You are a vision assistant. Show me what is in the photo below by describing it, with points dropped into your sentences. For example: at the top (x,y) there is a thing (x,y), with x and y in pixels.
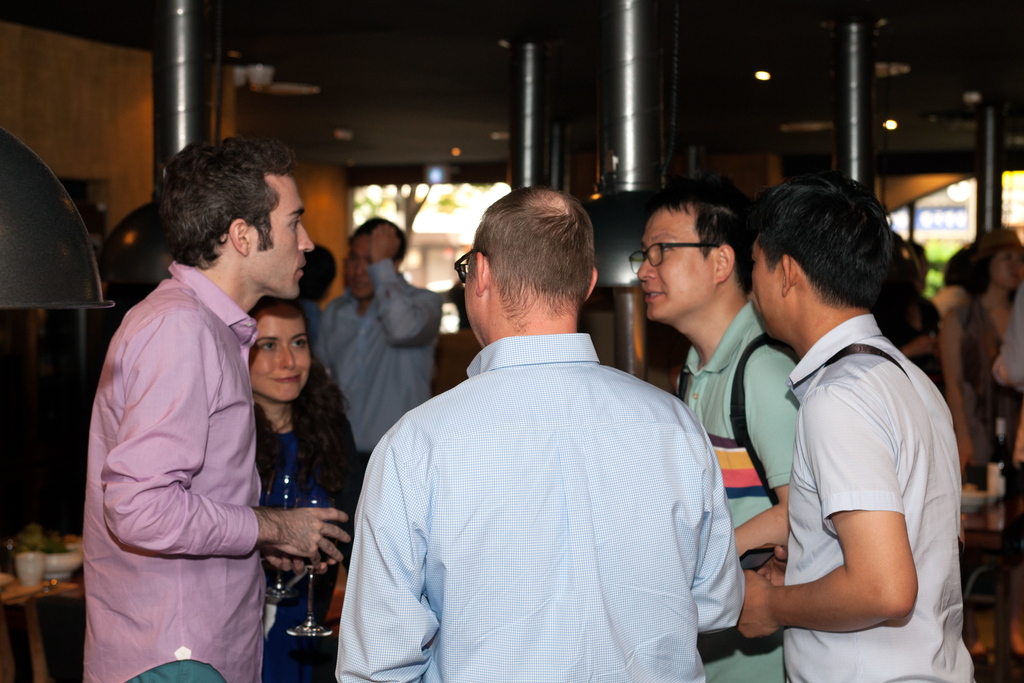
In this picture we can see some persons (634,494) standing and discussing. Behind there are some steel pillars (633,115) and wall (221,135).
